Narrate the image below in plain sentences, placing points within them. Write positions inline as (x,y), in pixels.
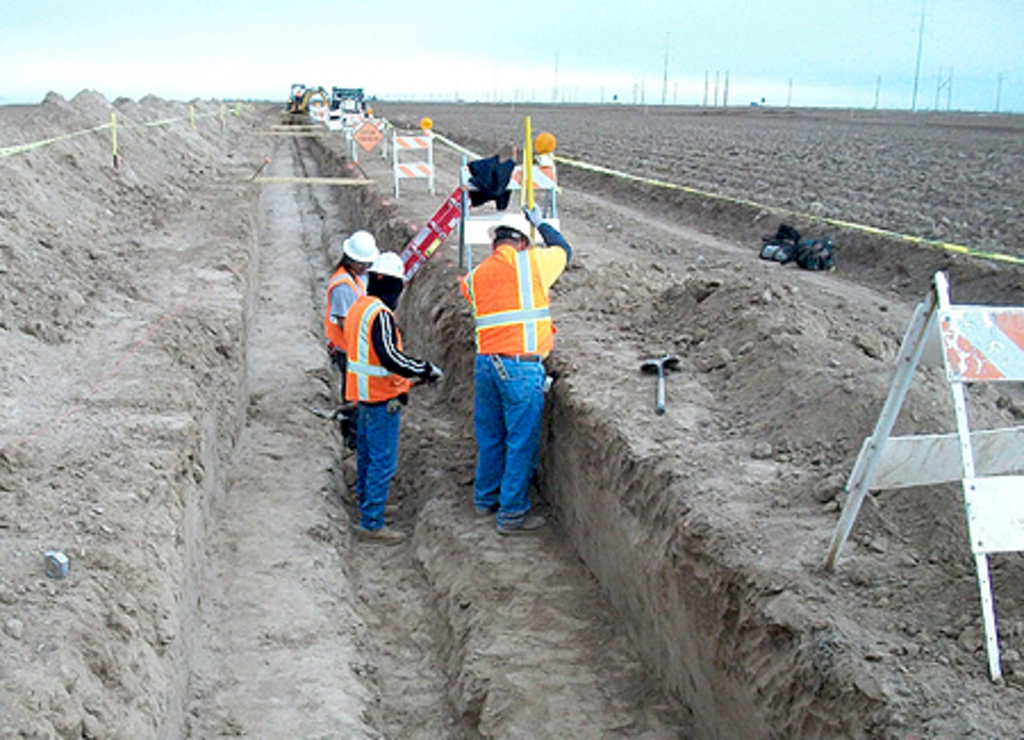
This is an outside view. In the middle of the image (536,382) three persons (345,262) are wearing jackets (360,323), caps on their heads (364,268) and standing on the ground (466,574). They are looking at the downwards. On the right side (995,486), I can see some boards (372,148) are placed on the ground (587,281) and also I can see a black color object (799,250). In the background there are many poles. At the top of the image (374,58) I can see the sky (168,64).
